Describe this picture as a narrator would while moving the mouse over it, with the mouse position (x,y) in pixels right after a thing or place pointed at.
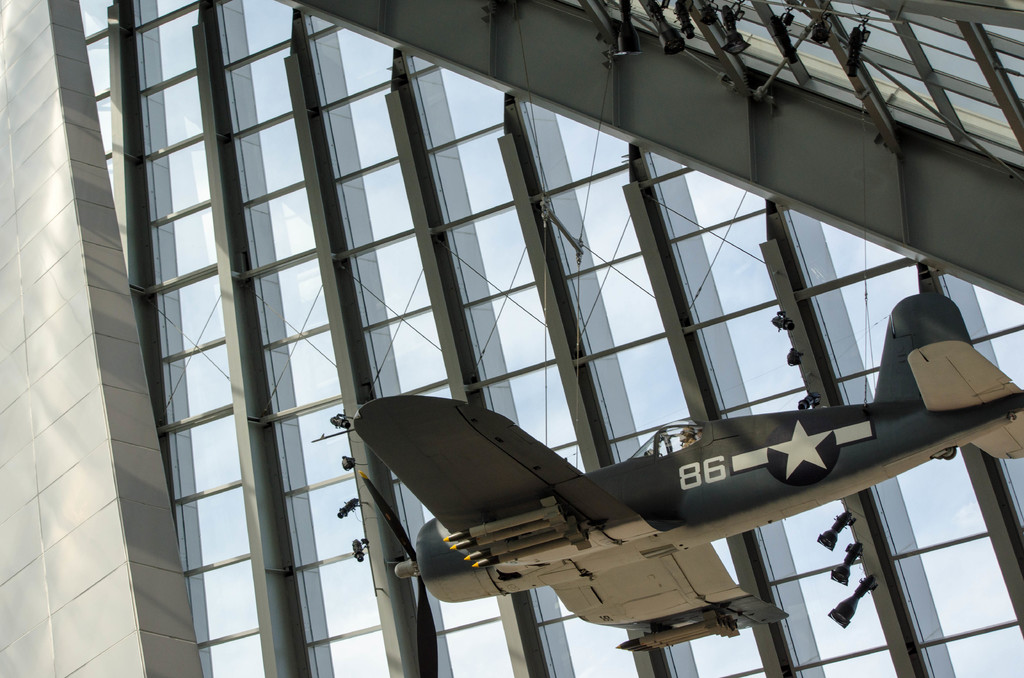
In the picture we can see a huge building (528,397) with a iron pillars (215,95) to it and near it we can see a aircraft (968,429) which is tied with wires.
